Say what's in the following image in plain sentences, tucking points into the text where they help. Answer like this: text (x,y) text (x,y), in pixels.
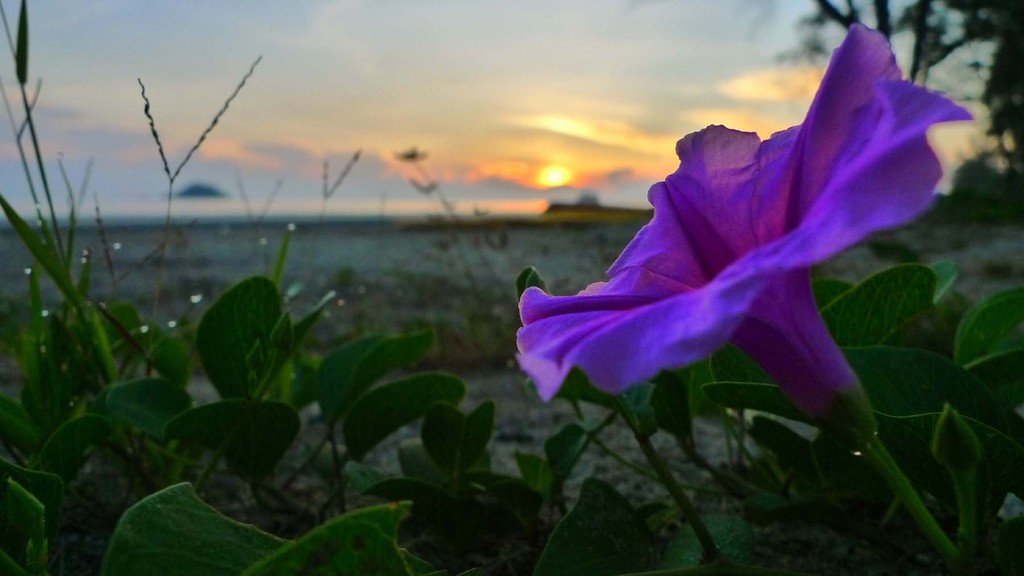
In this image we can see flower (775,373), plants (378,379), ground (373,254), sky (315,119), clouds (354,184) and sun (557,182).
